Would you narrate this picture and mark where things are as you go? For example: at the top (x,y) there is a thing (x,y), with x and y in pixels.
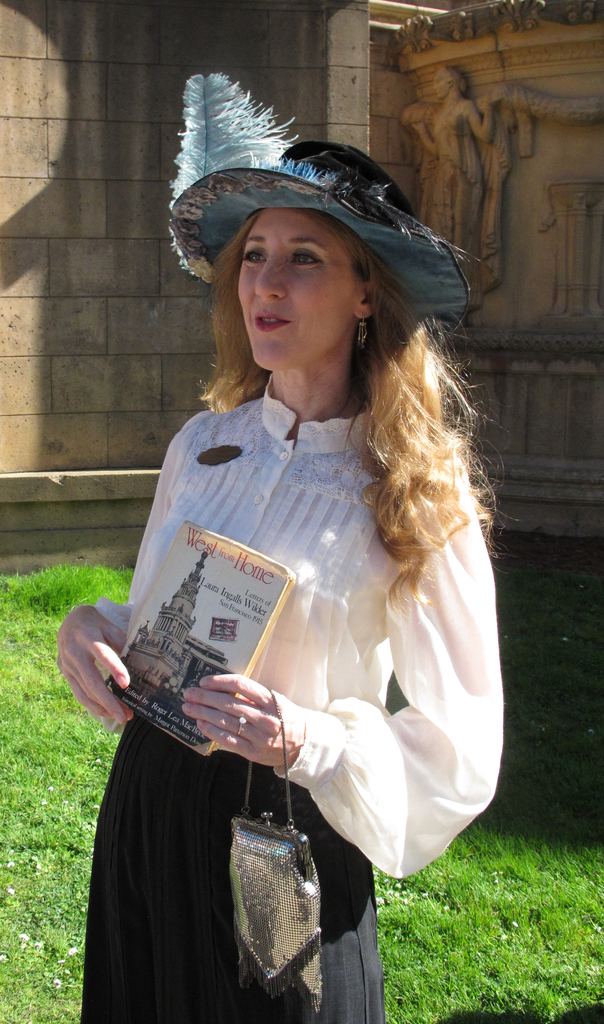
In the middle of the image (374,442) a woman (262,140) is standing and holding a bag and book (194,542). Behind her we can see grass (586,853) and wall (568,355), on the wall (449,62) we can see a sculpture (443,70).
